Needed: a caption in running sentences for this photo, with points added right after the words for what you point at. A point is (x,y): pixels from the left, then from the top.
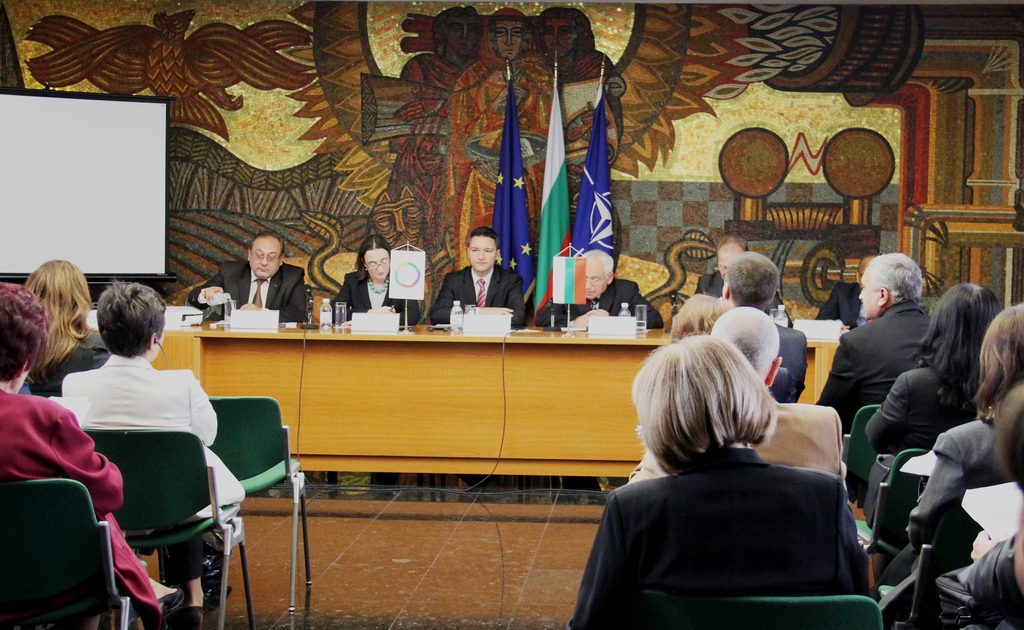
In this image, there are group of people (848,580) sitting on the chair (202,495), in front of the table (599,337) on which bottle (325,325), glasses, name plates (370,325) etc. are kept on it. In the background (619,251), there is a wall painting (858,30) and flags (601,135) are there. In the left top (93,120), white color board (87,190) is there. This image is taken inside a hall (588,136).
